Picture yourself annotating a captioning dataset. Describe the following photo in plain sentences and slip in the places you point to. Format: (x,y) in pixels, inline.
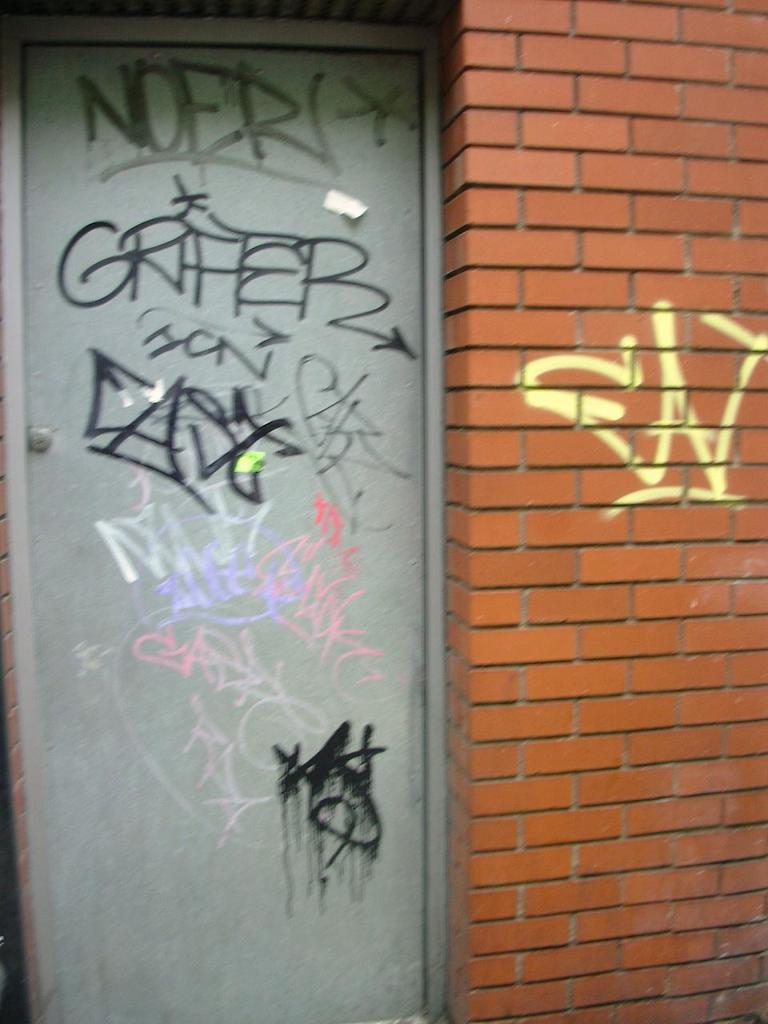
In this image I can see the wall (632,692) which is made up of bricks (633,642) and the grey colored door (207,551). I can see something is written on the door (330,353) and the wall (478,441).
